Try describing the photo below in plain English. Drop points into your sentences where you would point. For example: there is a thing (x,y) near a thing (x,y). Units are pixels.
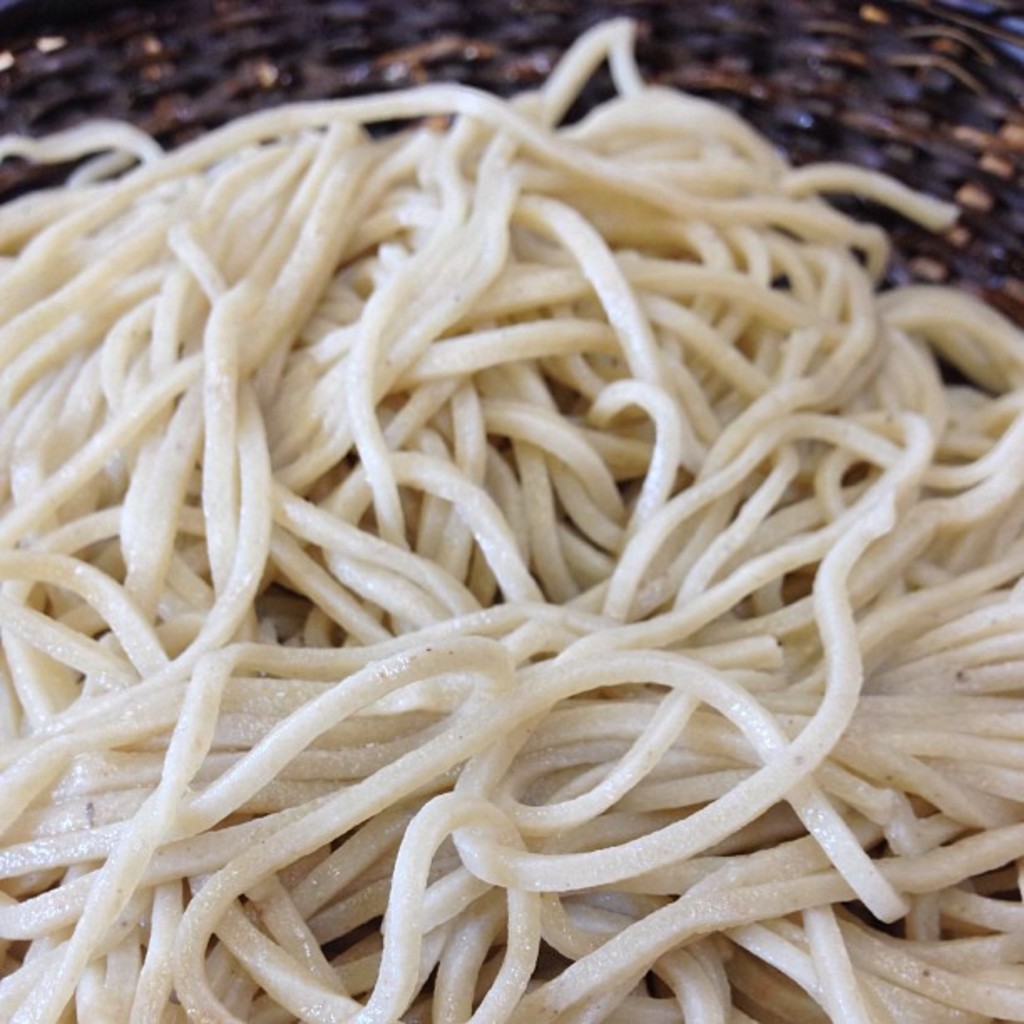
In this picture we can see noodles (749,632) in the front (636,569), in the background (779,73) it looks like a basket (817,50).
